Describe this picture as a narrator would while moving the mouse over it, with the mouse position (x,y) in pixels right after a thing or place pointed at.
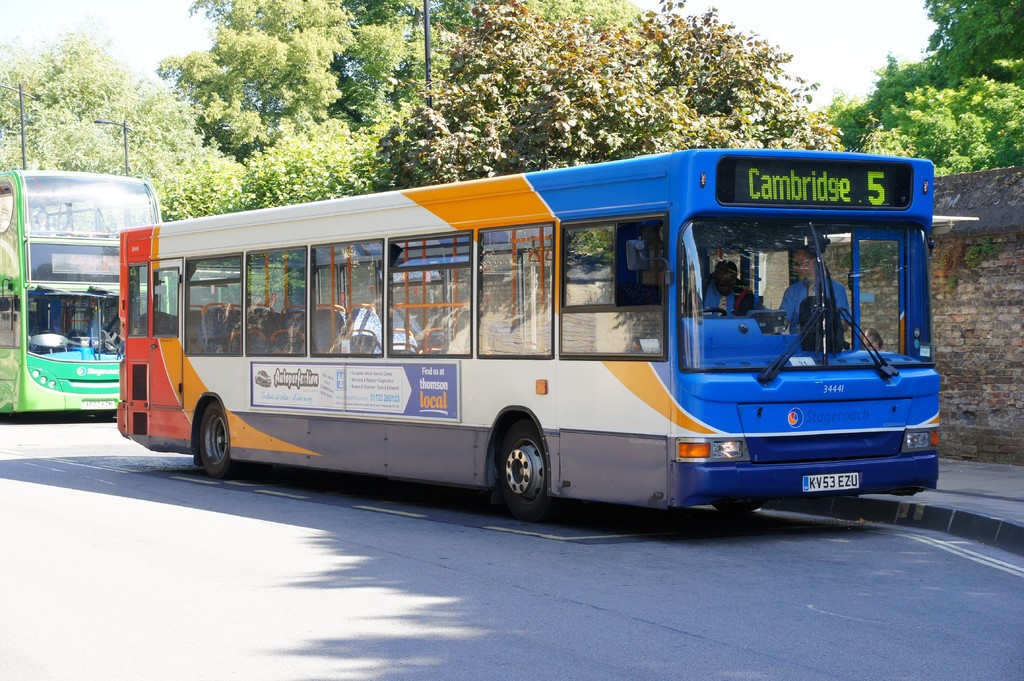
In this image there are two people (818,260) inside the bus (546,400). Behind the bus (228,316) there is another bus (29,308) on the road (275,554). In the background of the image (971,448) there is a wall (971,448). There are trees (482,139). At the top of the image (904,56) there is sky (873,51).
